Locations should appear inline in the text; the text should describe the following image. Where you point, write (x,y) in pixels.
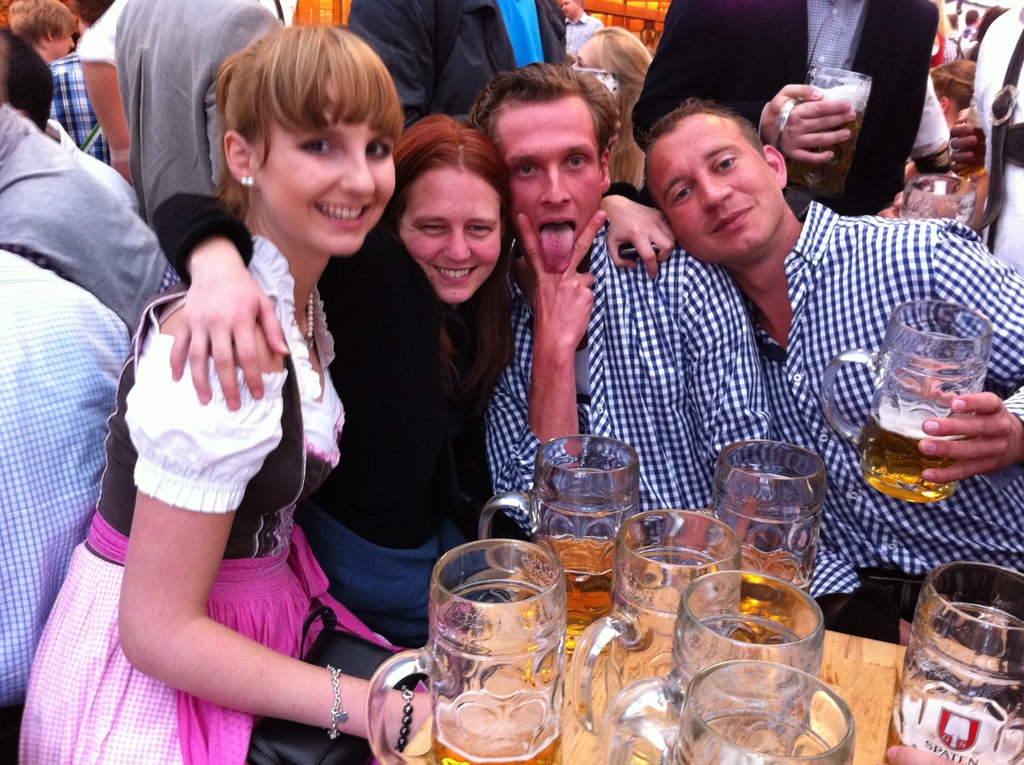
In this image I can see few people (311,84) are sitting, smiling by giving a pose to the picture. In this two are men (673,342), two are women (429,396). In front of this person's (640,400) there is a table (587,754). On that few beer mugs (635,626) are there. This is an inside view. Here two men (738,327) are wearing same shirts (772,342).
